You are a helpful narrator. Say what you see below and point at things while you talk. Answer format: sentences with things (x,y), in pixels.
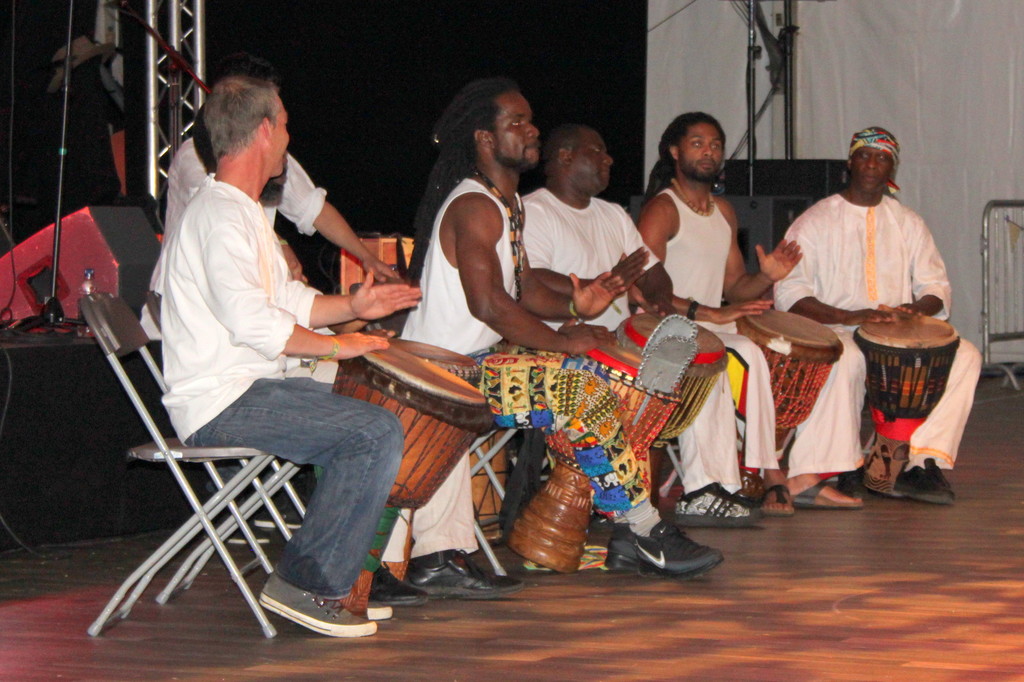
In the image few men (555,267) sat on chair (293,482) playing djembe (657,400) on a wooden floor (717,570), back side of them its stage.
